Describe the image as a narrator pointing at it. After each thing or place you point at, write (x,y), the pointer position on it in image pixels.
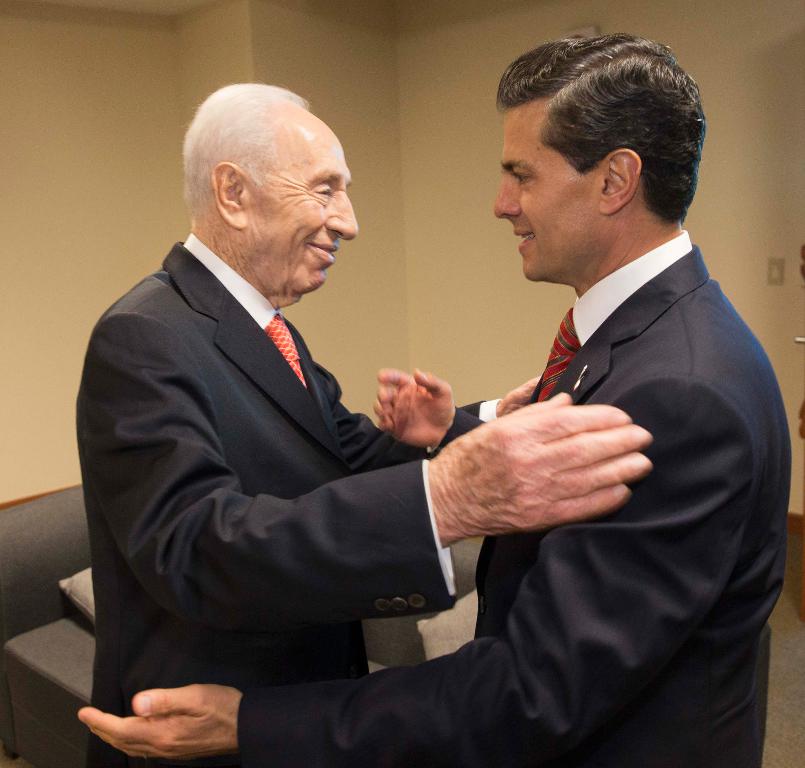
In this image in the front (491,429) there are persons (528,483) hugging each other and smiling. In the background (70,505) there is a sofa (86,564) and on the sofa (415,624) there are cushions (83,600). On the right side (804,276) there is an object (802,338) which is brown and white in colour.
